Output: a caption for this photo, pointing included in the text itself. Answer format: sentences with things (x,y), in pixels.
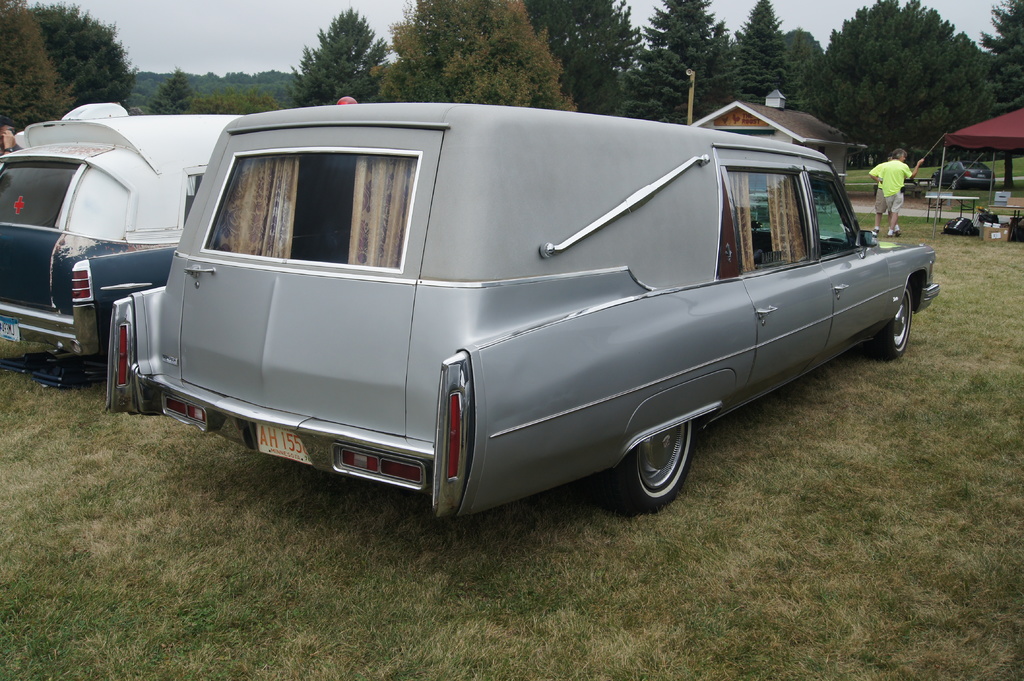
In the foreground of the picture (588,132) I can see two cars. There is a tent (1014,145) on the right side (1021,128). I can see the tables (971,199) and stock boxes (997,234) on the green grass (988,252) on the right side (1003,208). I can see two men (908,175) standing on the green grass (866,176). In the background (724,112), I can see a house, a car (936,183) and trees (935,161). There are clouds (238,18) in the sky (249,15).
